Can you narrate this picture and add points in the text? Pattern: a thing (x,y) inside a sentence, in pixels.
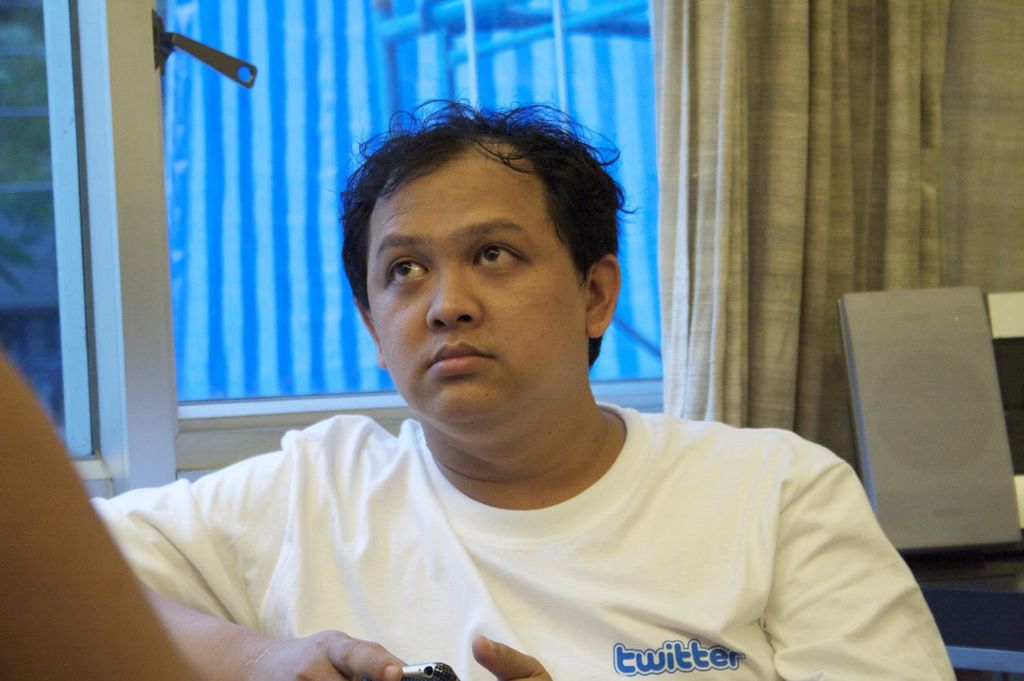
In the foreground of this image (431,470), there is a man (541,578) in white T shirt (540,604) holding a mobile (437,668). In the background (291,218), there is a window (382,98), curtain (850,96) and few objects (952,436). On the left (27,580), there is a hand (37,633).
